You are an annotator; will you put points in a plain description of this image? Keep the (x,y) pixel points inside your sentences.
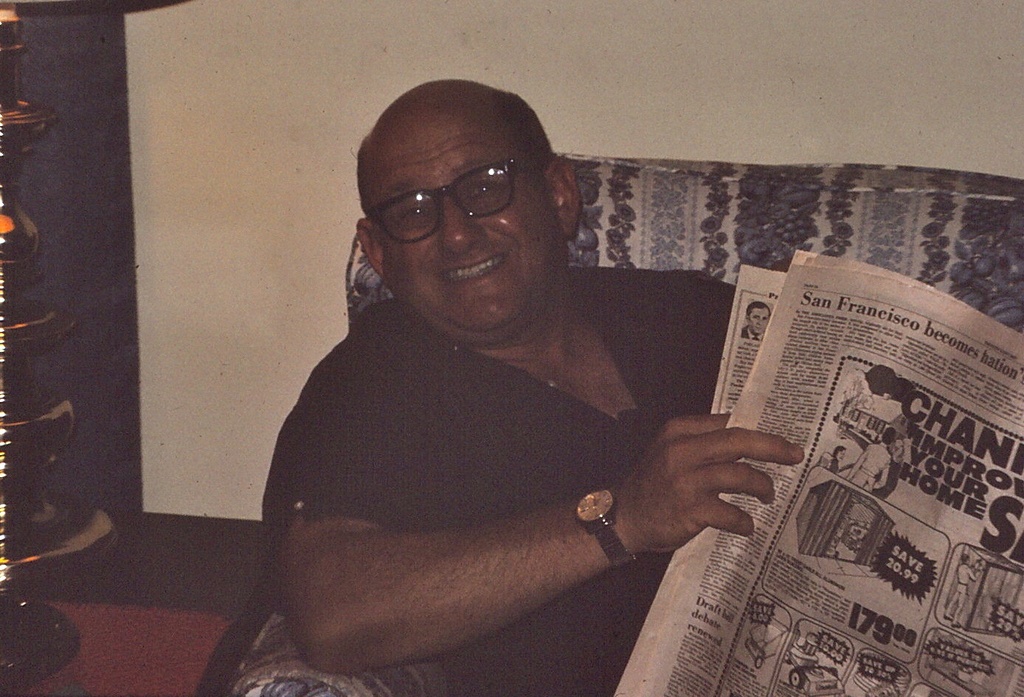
In this image I can see a man (386,646) is sitting and I can see he is holding news paper (841,519). I can also see he is wearing watch (604,497), specs (408,200) and I can see smile on his face (508,273). On this paper (759,595) I can see few drawings (807,518) and I can see something is written.
